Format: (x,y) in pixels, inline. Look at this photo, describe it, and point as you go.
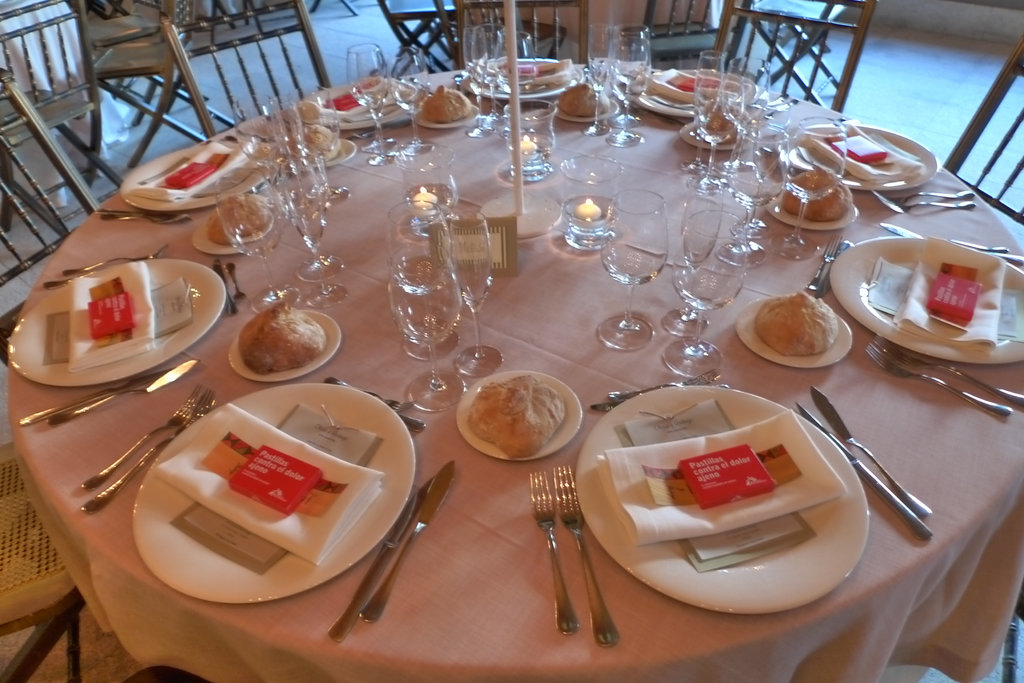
In this image I can see plates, tissues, forks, spoons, glasses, food items (510,413), board (502,241) on the table (489,601). Peach color cloth (514,588) is covered on the table (513,571). I can see few chairs (789,31).
